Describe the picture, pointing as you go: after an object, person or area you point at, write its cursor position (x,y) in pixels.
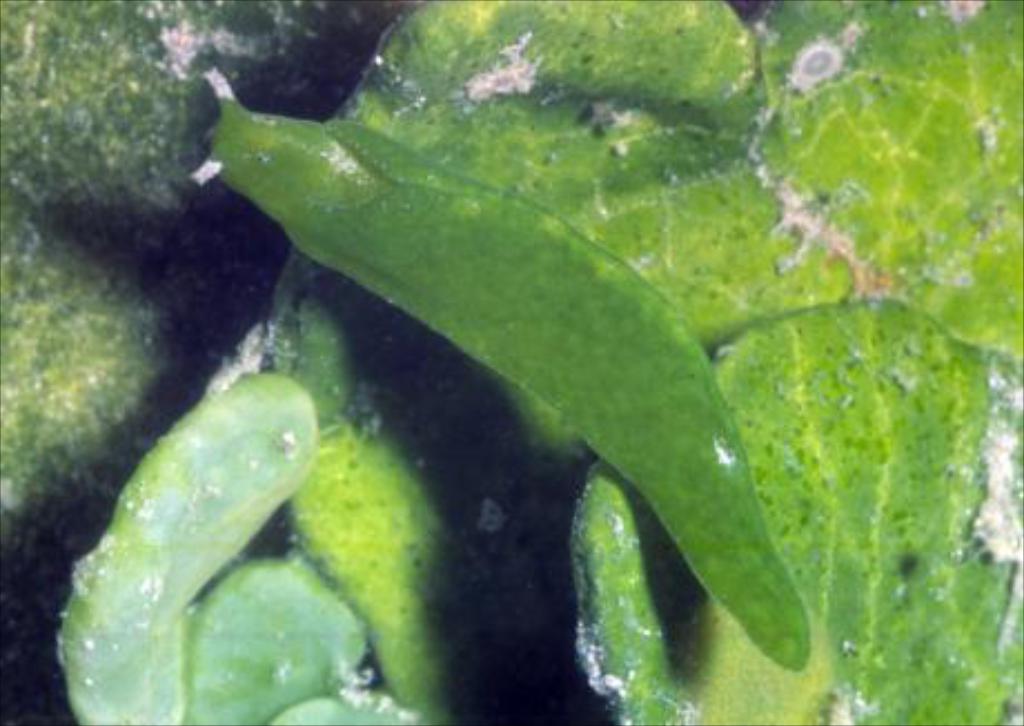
In this picture I can see few green leaves (649,102) and on it I can see a green color sea slug (285,220).
